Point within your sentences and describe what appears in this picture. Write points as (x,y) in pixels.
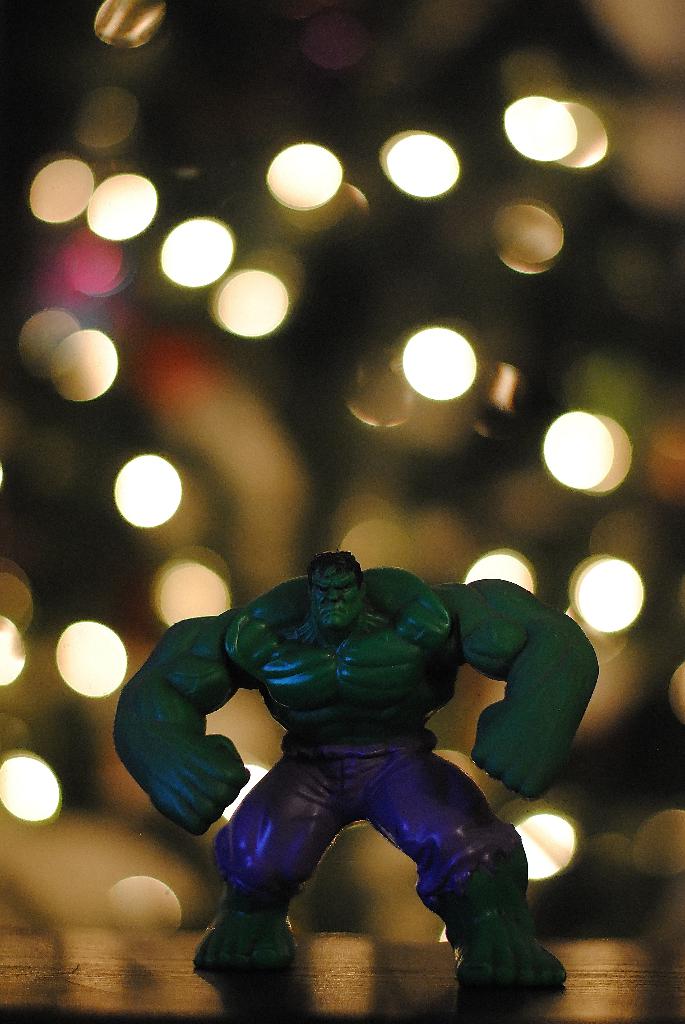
In this image there is a hulk toy (379,637) on the table (388,958). In the background of the image (316,412) there are lights (74,624).
